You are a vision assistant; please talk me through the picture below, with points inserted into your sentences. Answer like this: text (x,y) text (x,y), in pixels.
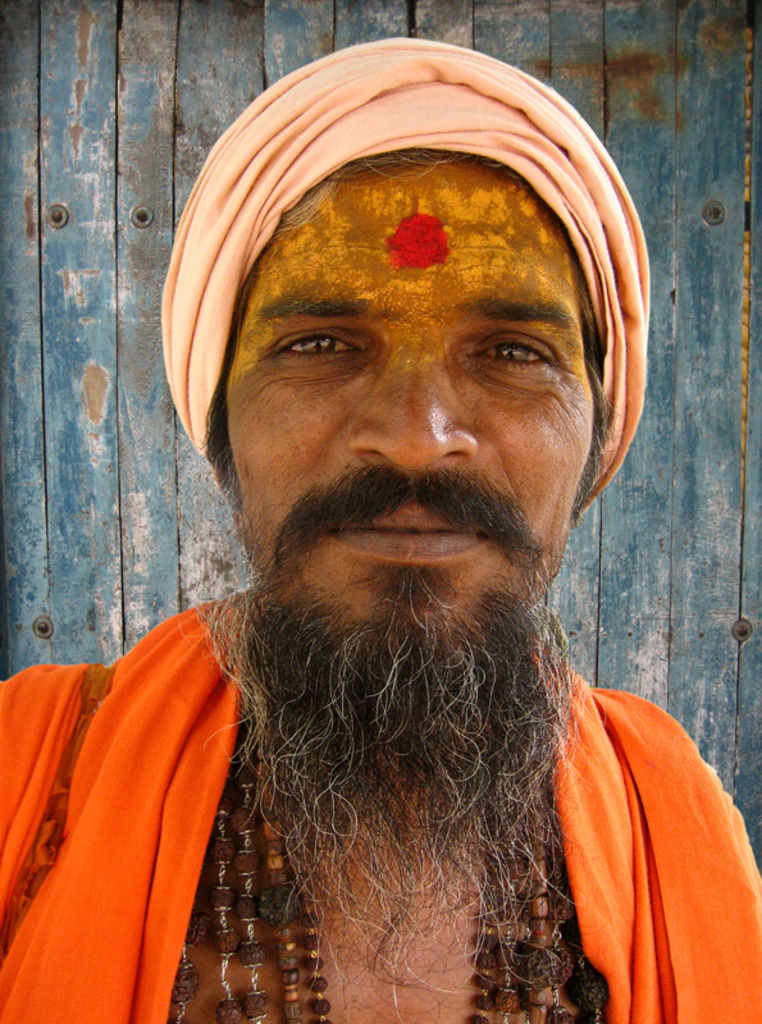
In this picture we can see a man (192,921) smiling and in the background (149,247) we can see a wooden wall (199,126).
